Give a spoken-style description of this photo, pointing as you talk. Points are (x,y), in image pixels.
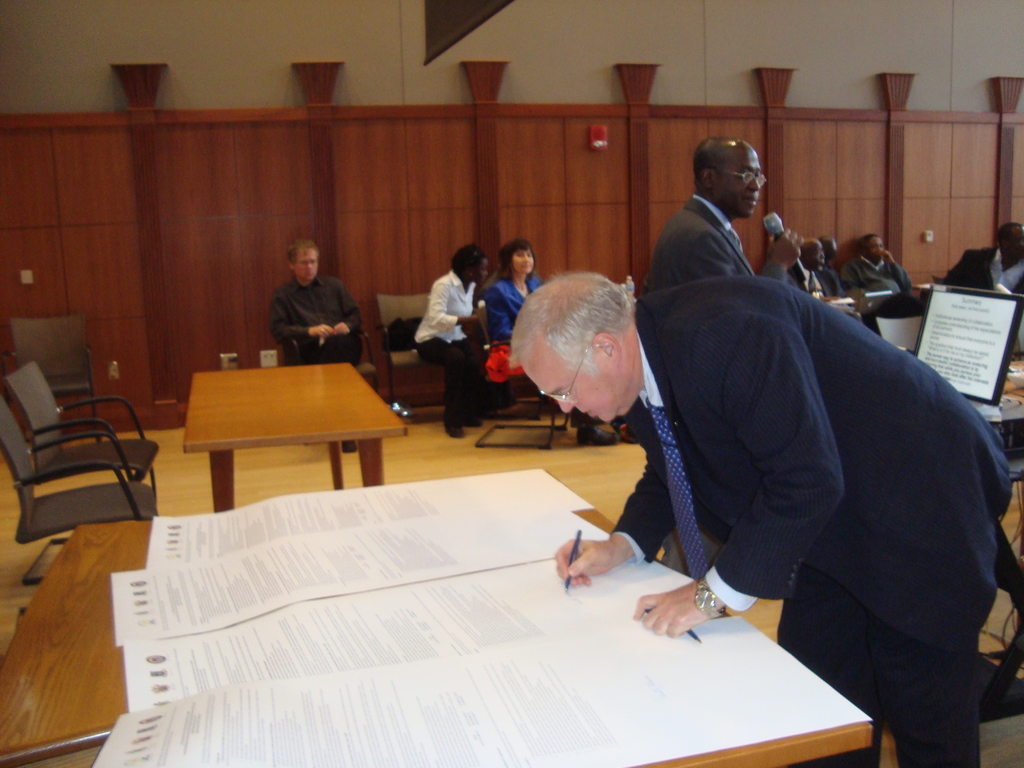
The person (824,445) wearing suit (798,484) is writing something on a paper (556,592) placed on a table (418,571) and there are group of people (668,277) behind him.
